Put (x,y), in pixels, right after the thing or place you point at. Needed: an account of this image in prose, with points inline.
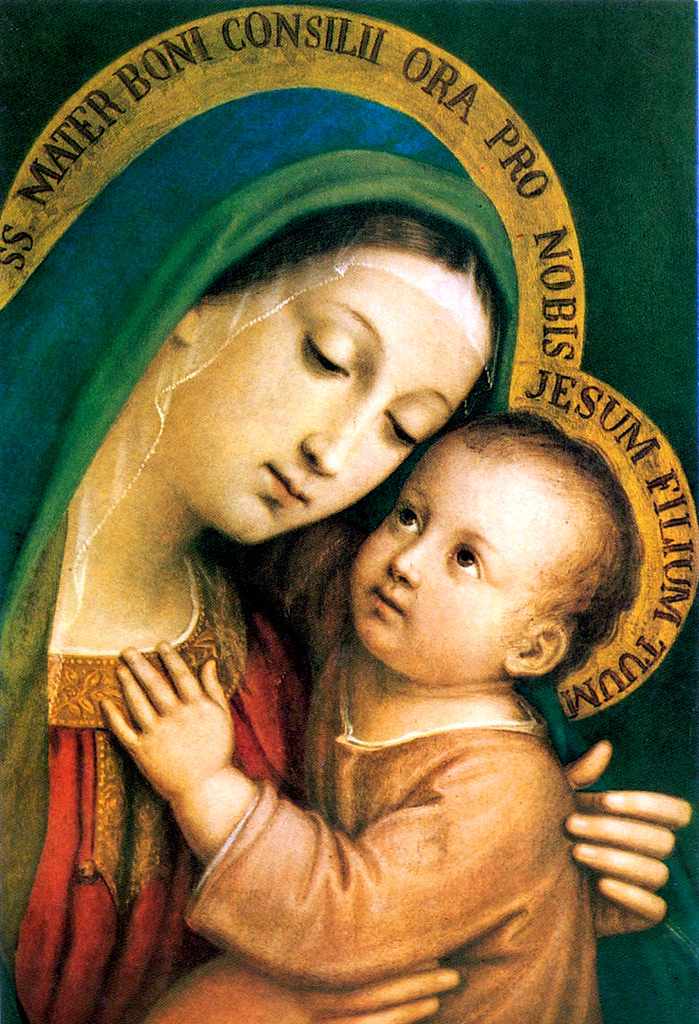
In this image there are pictures of a woman (157,544) and a kid (352,795). The woman (144,459) is holding the kid (505,860). There is text (557,407) around them.
